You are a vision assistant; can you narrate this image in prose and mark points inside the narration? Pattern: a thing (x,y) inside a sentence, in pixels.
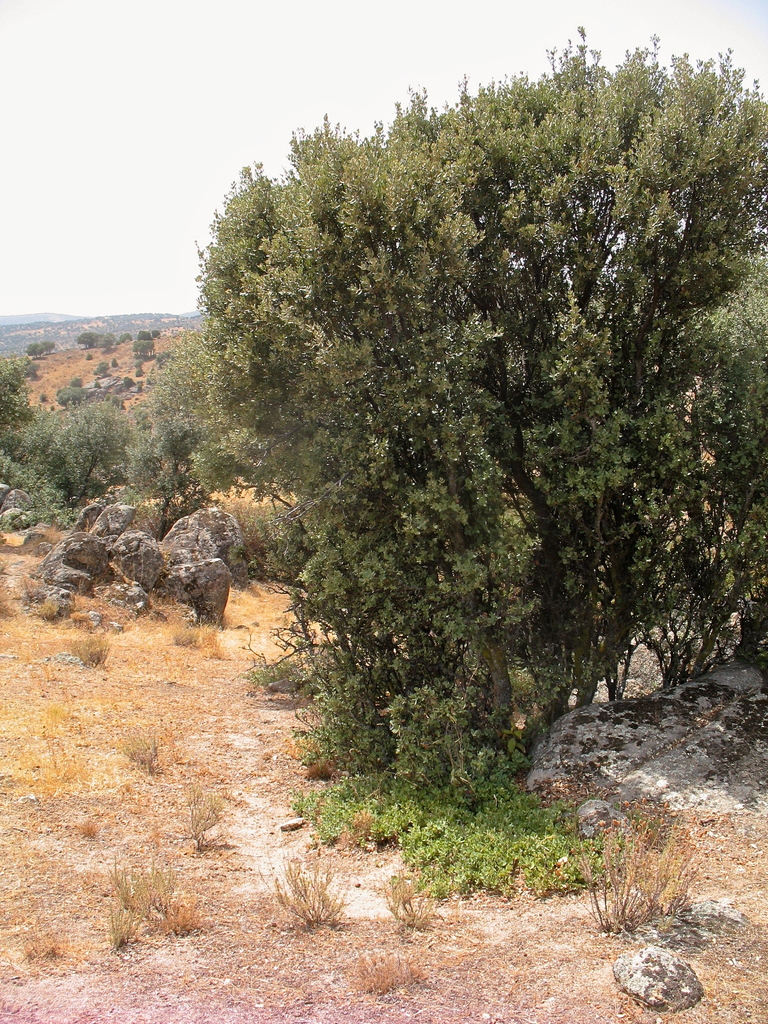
In this image we can see there are some trees (135,450), stones (201,529), grass (312,818) and mountains (109,325), in the background (237,58) we can see the sky (429,30).
